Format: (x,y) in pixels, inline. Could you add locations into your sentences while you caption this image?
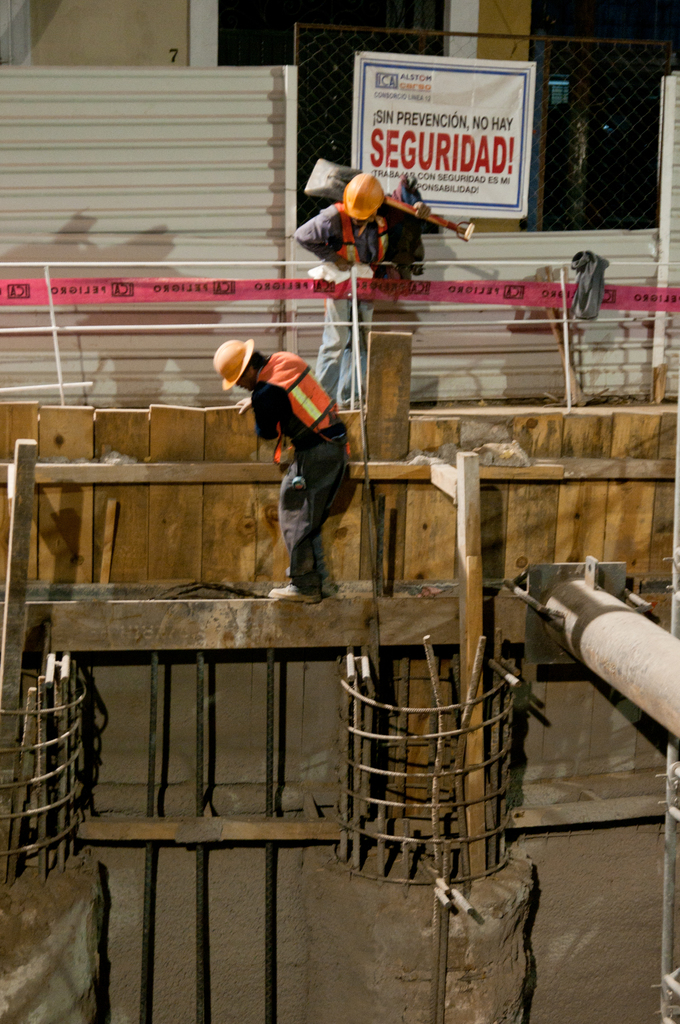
The image is taken at the construction area (294,773). In the center (296,601) we can see a man (306,507) constructing a wall (337,528). In the background (374,303) there is a man (361,303) standing and holding an object (416,209) in his hand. We can see a board (519,206), mesh (617,157) and building (306,107).
